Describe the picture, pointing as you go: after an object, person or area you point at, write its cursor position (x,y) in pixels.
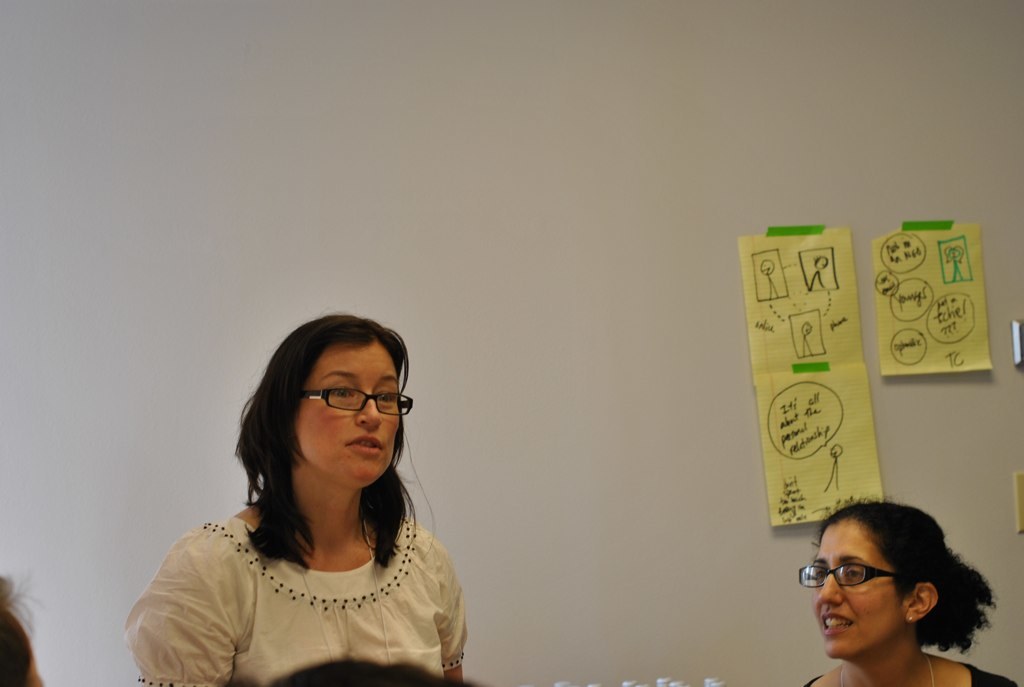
This picture is clicked inside. In the foreground (890,644) we can see the group of persons (869,625). On the right (899,240) we can see the posters (785,270) hanging on the wall (718,252) and we can see the text (811,440) and some drawing (793,447) on the posters (846,292).
